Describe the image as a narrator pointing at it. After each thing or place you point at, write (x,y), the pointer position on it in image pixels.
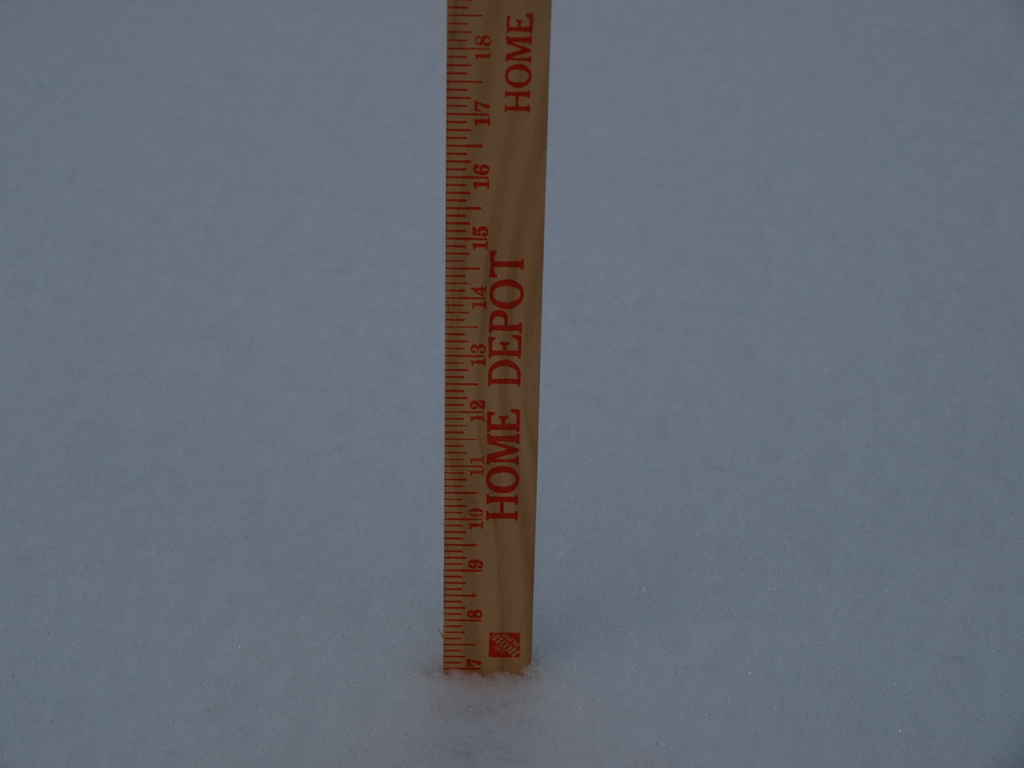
In this image there is a scale (531,466) on the ground (630,511). There are numbers (483,304) and text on the scale (491,345). There is snow (275,323) on the ground (793,476).
